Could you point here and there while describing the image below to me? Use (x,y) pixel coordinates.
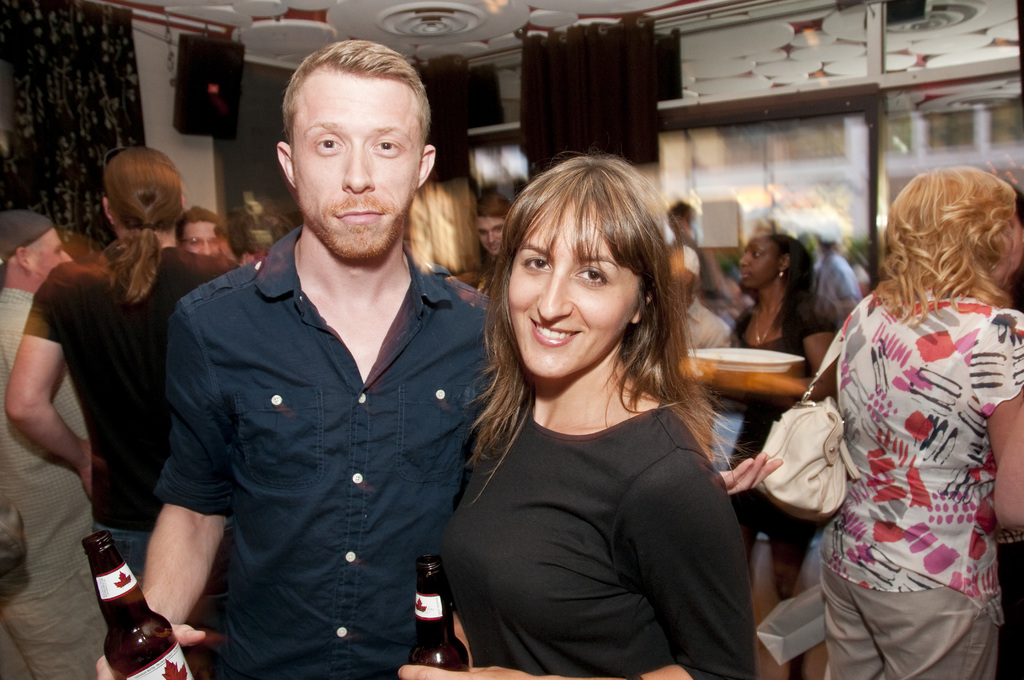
In this picture there are people (551,183), among them there are two people (602,252) standing and holding bottles (148,617). In the background of the image (466,128) we can see curtains (595,74), glass (842,193) and objects (193,100), through this glass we can see people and it is blurry. At the top of the image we can see ceiling (191,24).
